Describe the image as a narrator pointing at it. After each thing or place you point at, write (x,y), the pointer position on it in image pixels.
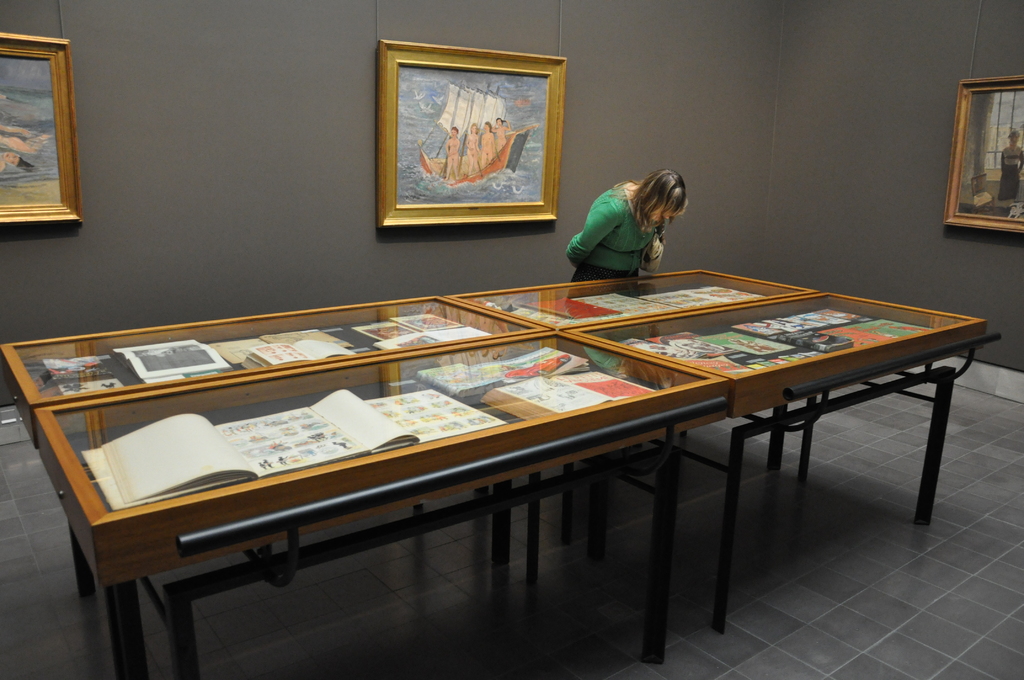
In this image the woman (602,253) is standing in front of the table (739,301). The frames (386,70) are attached to the wall (216,201).
